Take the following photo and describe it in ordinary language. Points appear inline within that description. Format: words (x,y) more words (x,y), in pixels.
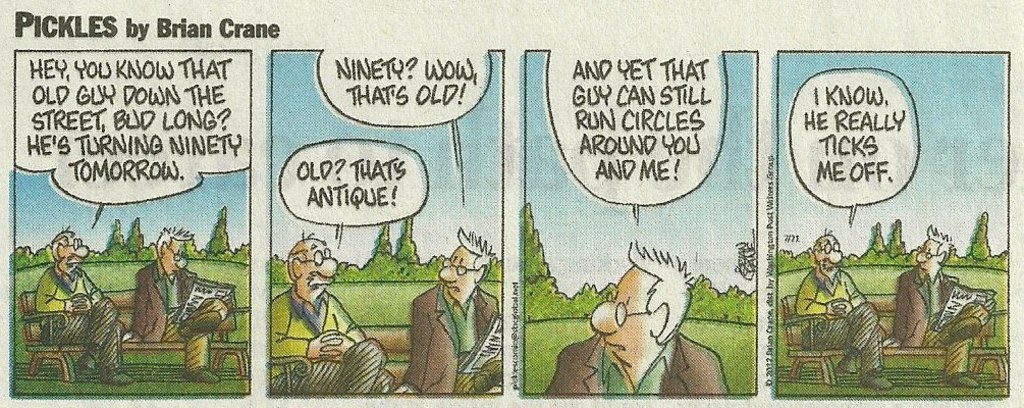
In this image we can see a comic strip (217,263), we can see some persons (167,312) sitting on the bench (124,306), in the background (298,92), we can see some text (198,119) and the sky (294,104).
